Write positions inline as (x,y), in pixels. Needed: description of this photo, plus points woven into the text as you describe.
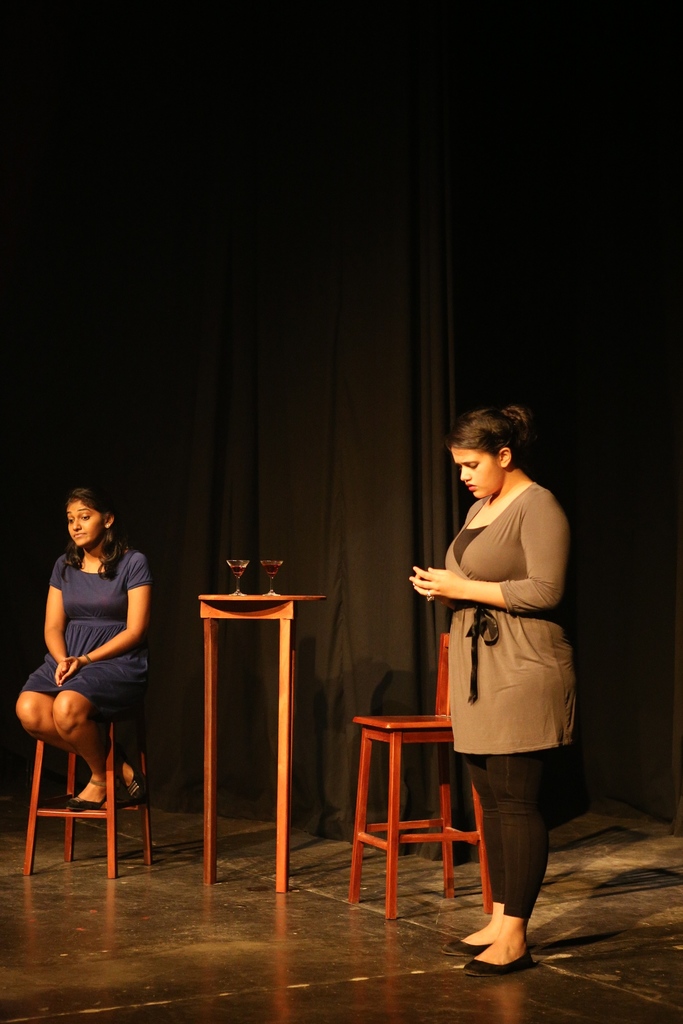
In this image I can see two persons (489,611), the person (558,628) in front (500,611) is standing and the person (495,676) is wearing brown and black color dress (505,750) and the other person (139,646) is sitting and the person (125,641) is wearing blue color dress (110,621). I can also see two glasses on the table (292,625), background (315,580) curtains (350,192) are in black color.
